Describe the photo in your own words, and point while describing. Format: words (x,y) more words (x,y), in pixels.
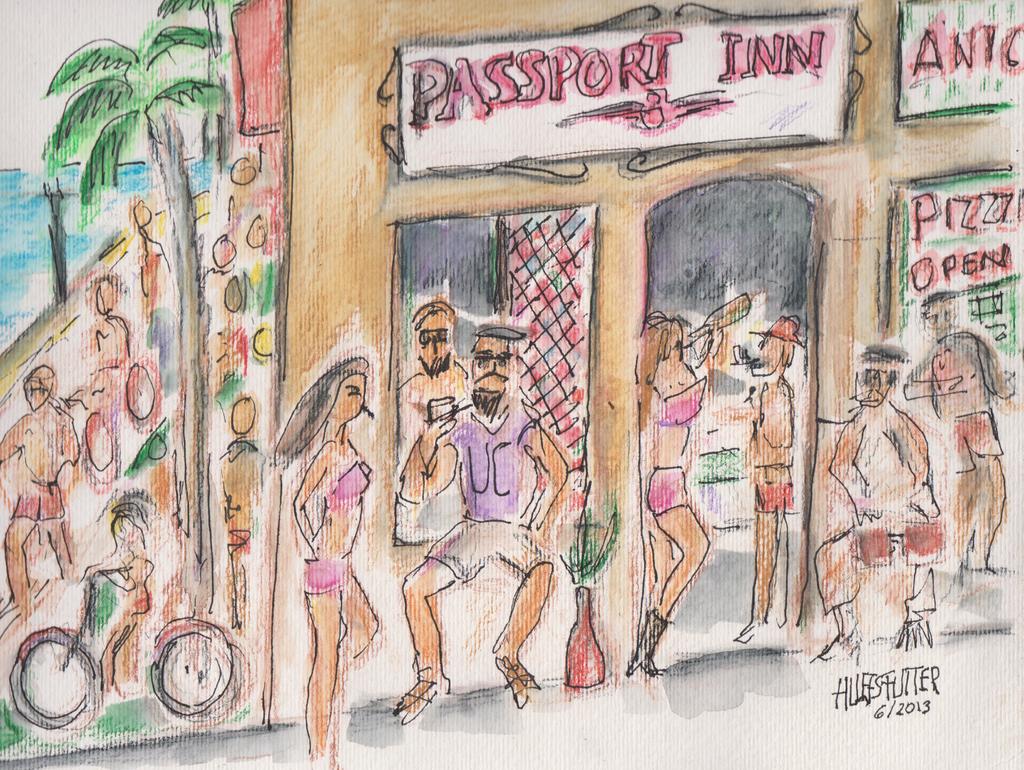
This is an animated image, where there are group of people (687,428) standing, a building (377,502), tree (186,585), water (51,182), sky (68,15), bicycle (29,644) and a signature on the image.
